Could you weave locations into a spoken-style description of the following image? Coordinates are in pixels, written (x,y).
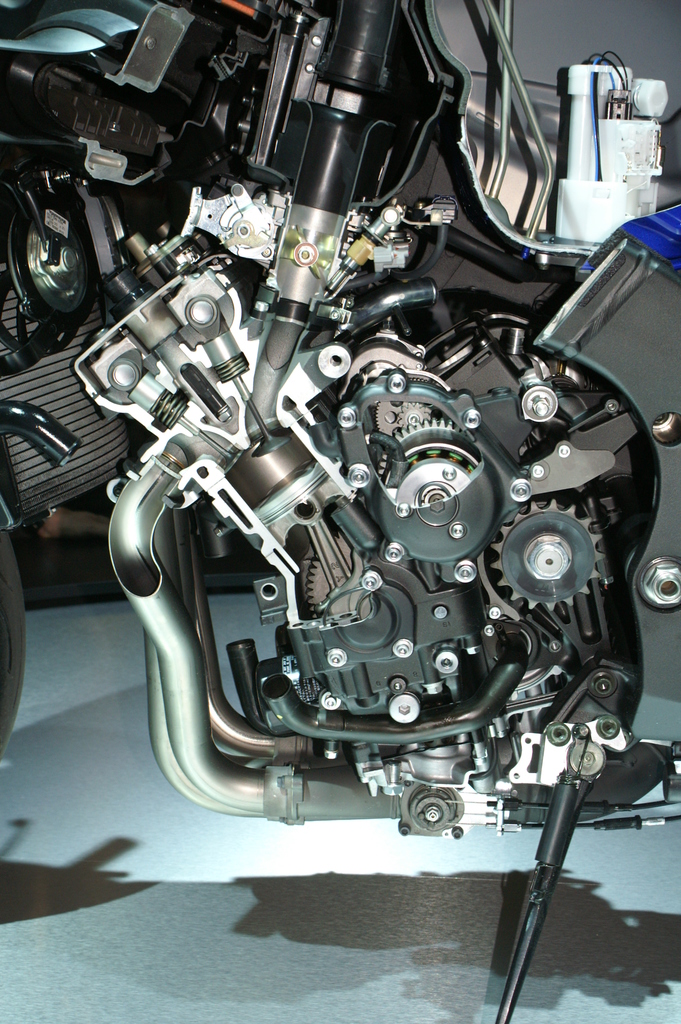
This image consists of a motor (420,415) of a bike (448,674). There is stand (562,855) at the bottom (567,809).
